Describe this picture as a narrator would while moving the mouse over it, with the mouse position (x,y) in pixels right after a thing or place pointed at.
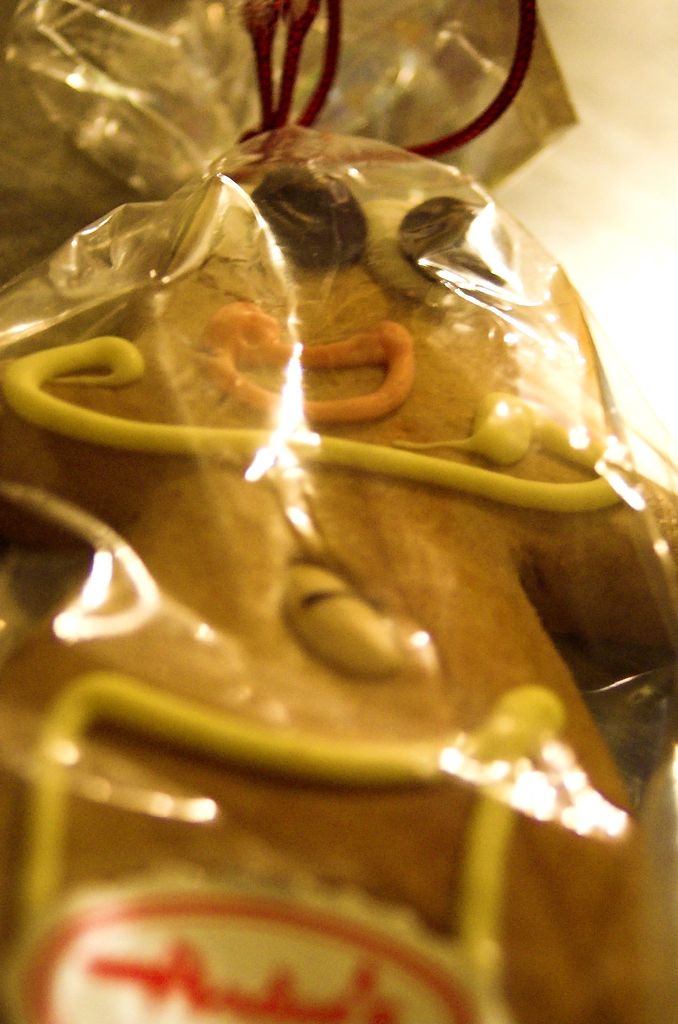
In this image there are some plastic covers (187,106), in that plastic covers (195,116) there are some cookies (308,585).
